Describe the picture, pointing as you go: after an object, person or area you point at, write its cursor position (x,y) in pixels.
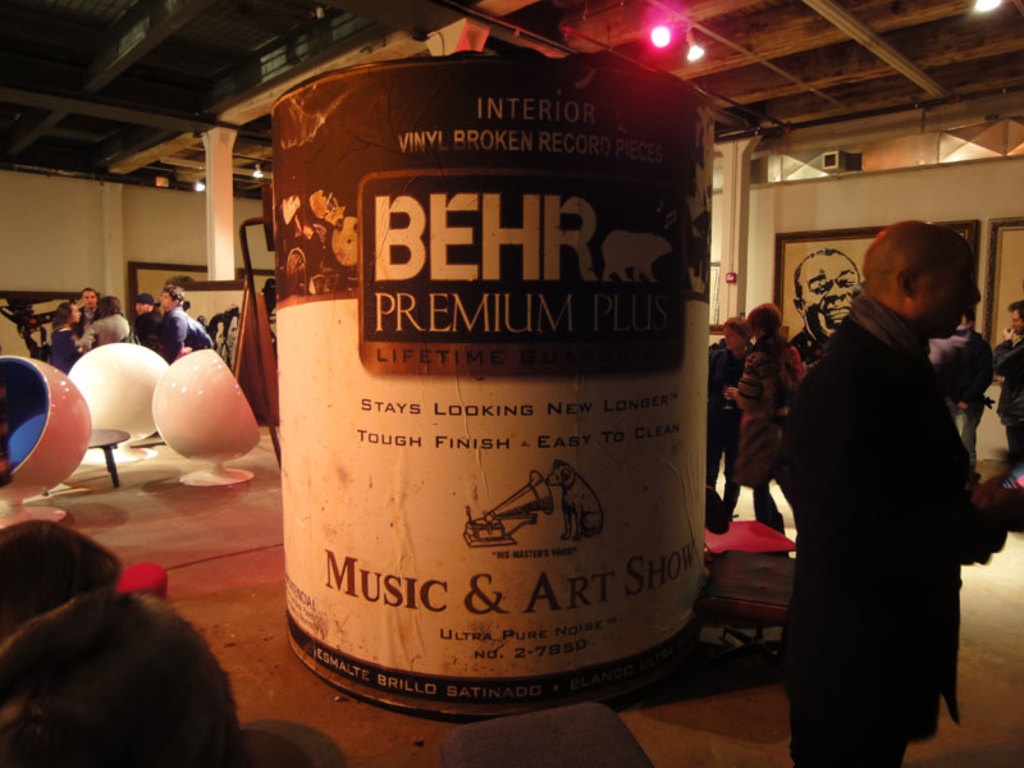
In the foreground of this image (479,471), there is a big container (365,412) in the middle of the room (212,547). On right (889,457), there is a man (890,483) and few persons (787,360) standing on the ground (990,564). On left (113,452), there are three chairs (132,440) and a table (107,448) and few are standing on the ground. In the background (163,244), we see a wall (176,242), pillar (228,230), frames (218,288), ceiling (304,33) and the light (663,29).
